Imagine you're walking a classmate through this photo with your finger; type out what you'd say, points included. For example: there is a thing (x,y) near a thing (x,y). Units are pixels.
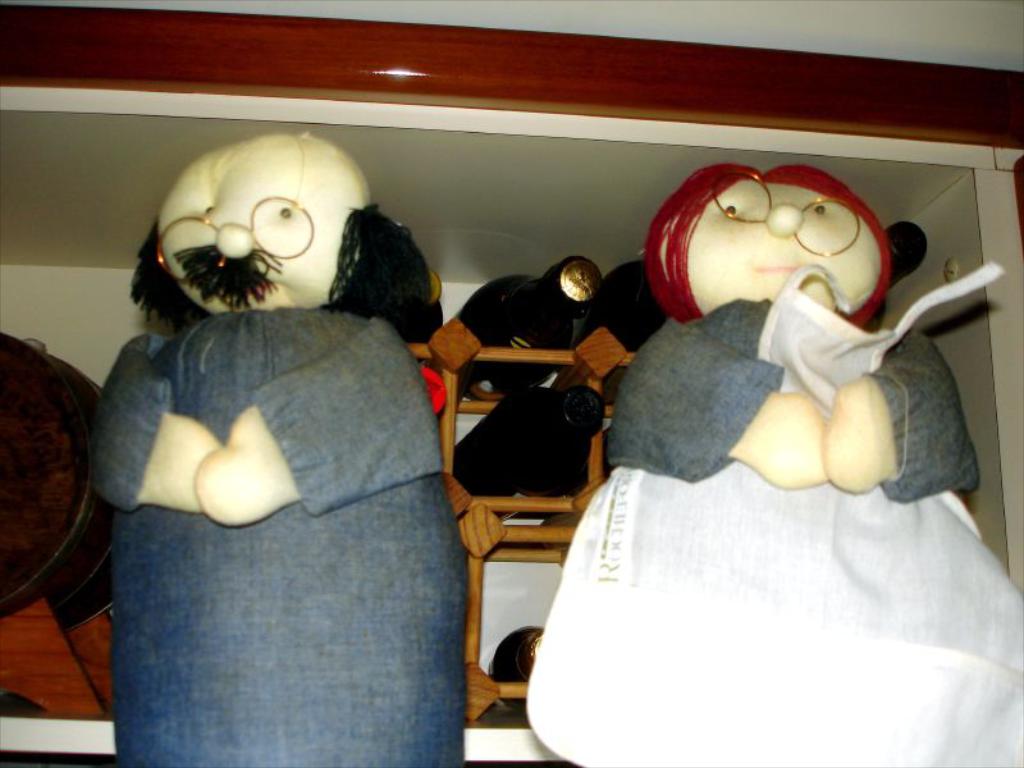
In this image in the foreground (568,547) there are two toys (878,478), and in the background (12,150) there is a shelf (12,294). And in that shelf (495,602) there are some bottles (498,386), basket (476,676) and some objects (20,360), and in the background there is a wall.
